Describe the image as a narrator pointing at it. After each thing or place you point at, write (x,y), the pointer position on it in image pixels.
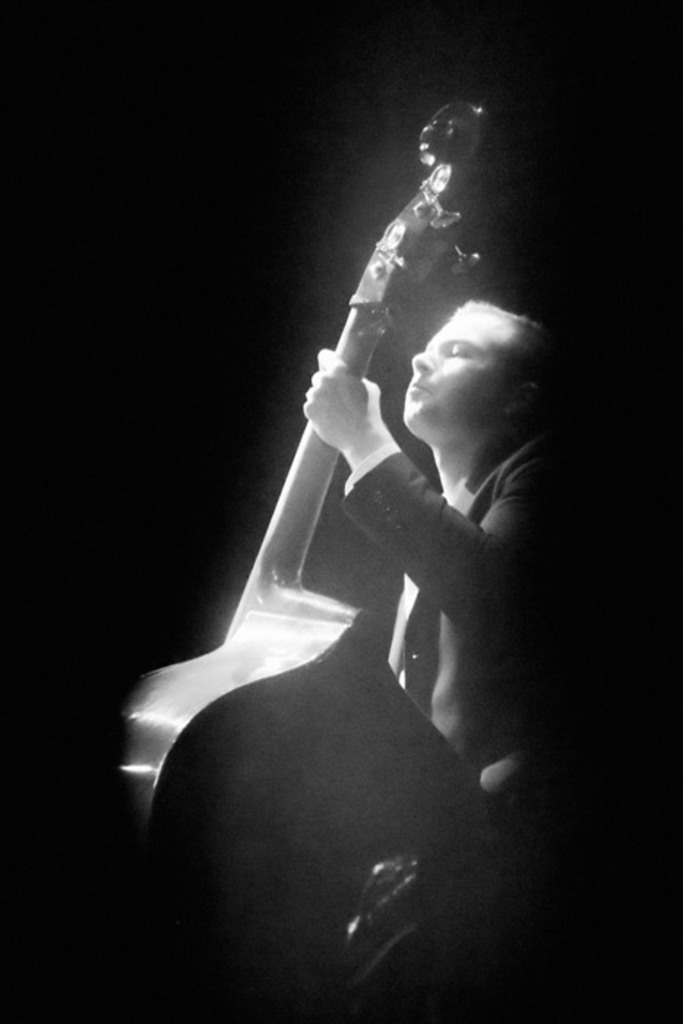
Here in this picture we can see a person (433,433) playing the musical instrument (260,716) present in his hands (372,456).
